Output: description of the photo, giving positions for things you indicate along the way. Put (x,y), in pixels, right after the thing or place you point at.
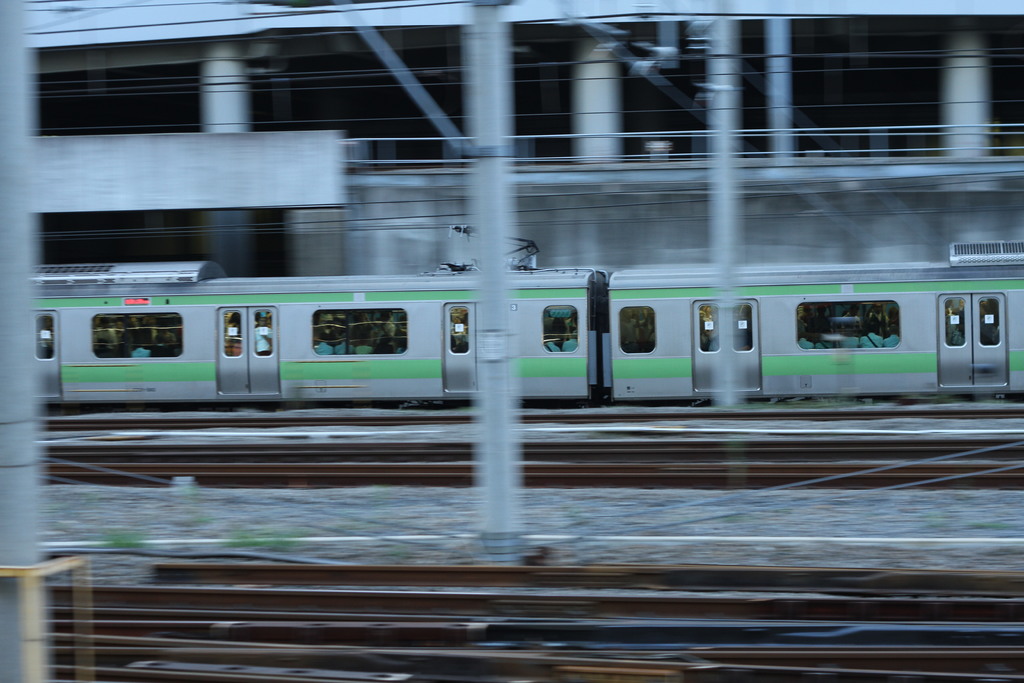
In this image, there are groups of people (387,343) in a train (743,340), which is on the railway track (793,412). There are poles (716,141) and wires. In the background (330,255), I can see a building (806,137) with pillars (616,144).
